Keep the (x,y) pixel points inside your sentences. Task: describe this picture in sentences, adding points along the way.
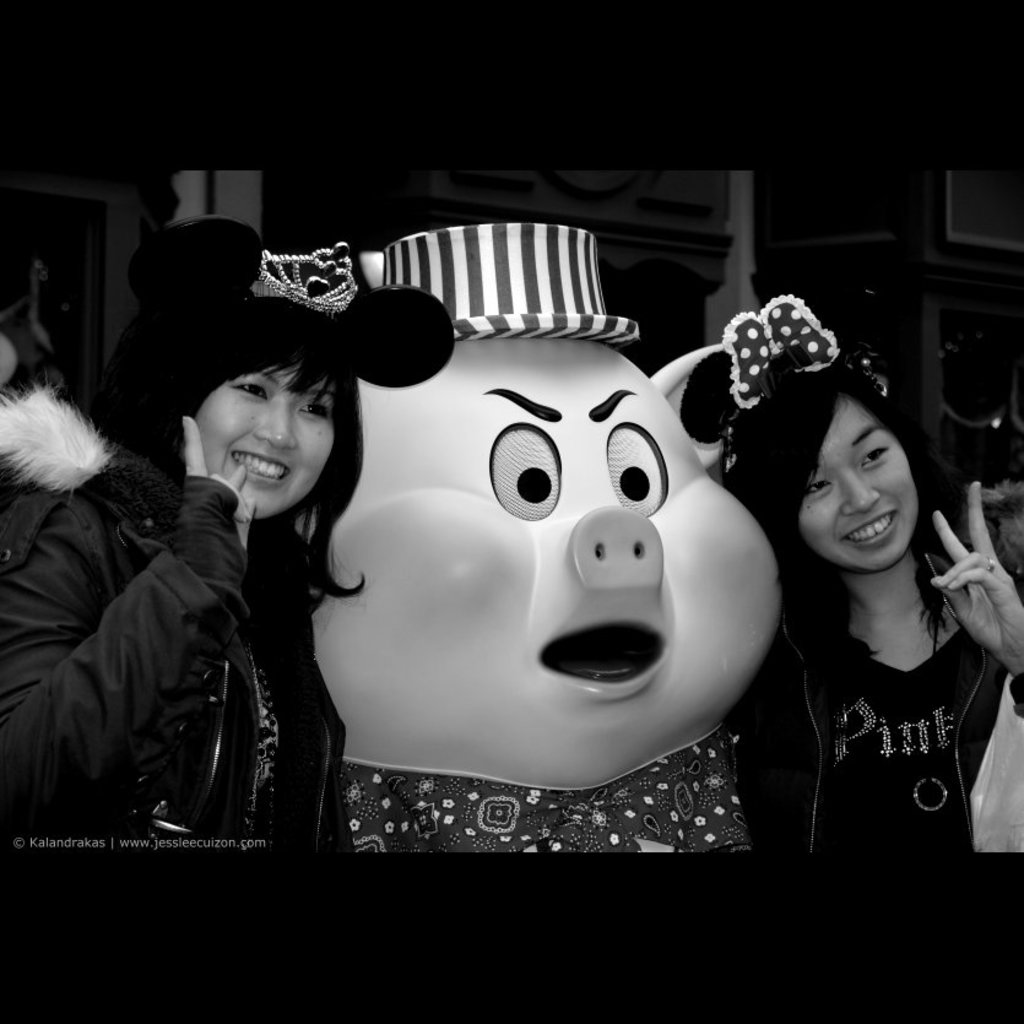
In this image I can see in the middle (573,499) there is a doll (581,594) in the shape of a pig (595,537), two girls (813,582) are there on either side of this doll (500,582) and they are smiling, they wore caps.
